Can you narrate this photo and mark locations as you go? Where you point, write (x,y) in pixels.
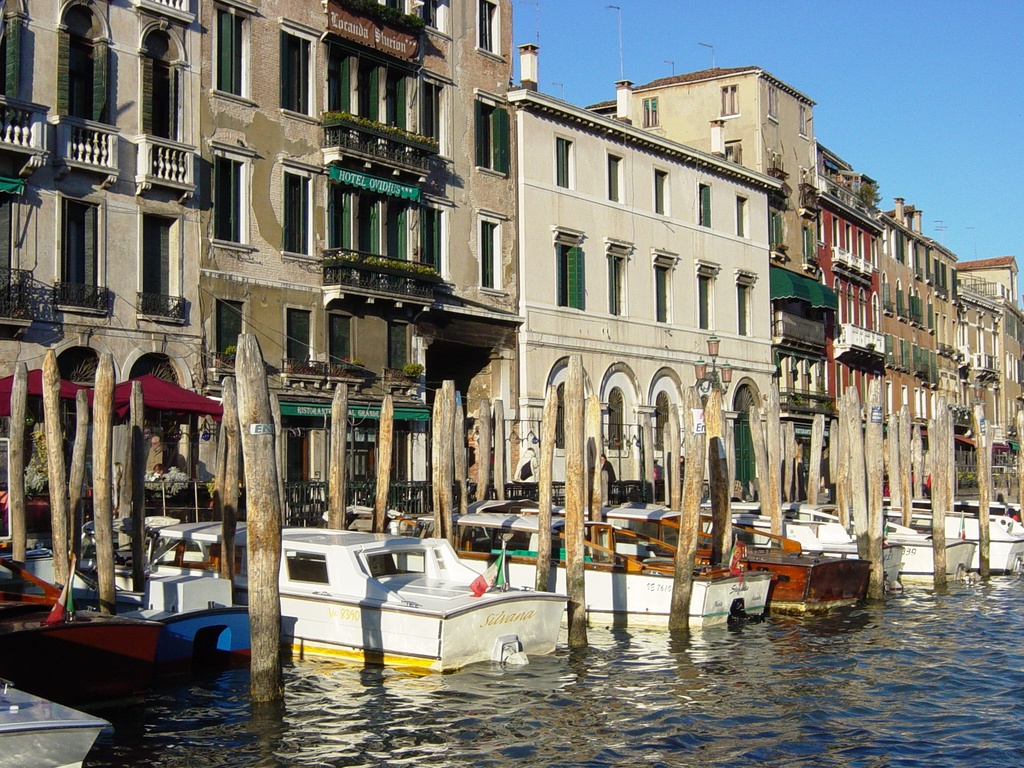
In this image I can see, in the middle (357,466) there are boats (1019,532) in the water (769,727) and there are buildings (810,223). At the top (863,77) it is the sky (884,78).
